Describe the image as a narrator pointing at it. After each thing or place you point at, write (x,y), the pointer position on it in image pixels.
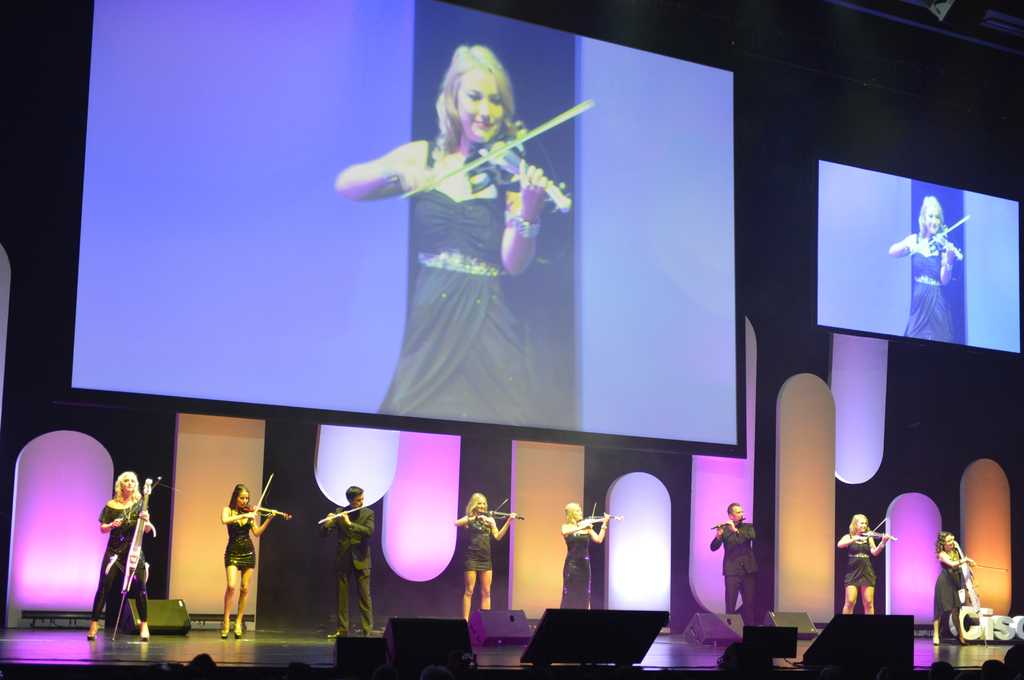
In the picture we can see some people (141,581) are standing on the stage (935,654) and giving musical performance, playing a musical instrument (123,585) and behind them, we can see two screens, one is big and one is small in that we can see an image of a woman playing a musical instrument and behind it we can see the wall (503,557) with some light boards (322,487).
